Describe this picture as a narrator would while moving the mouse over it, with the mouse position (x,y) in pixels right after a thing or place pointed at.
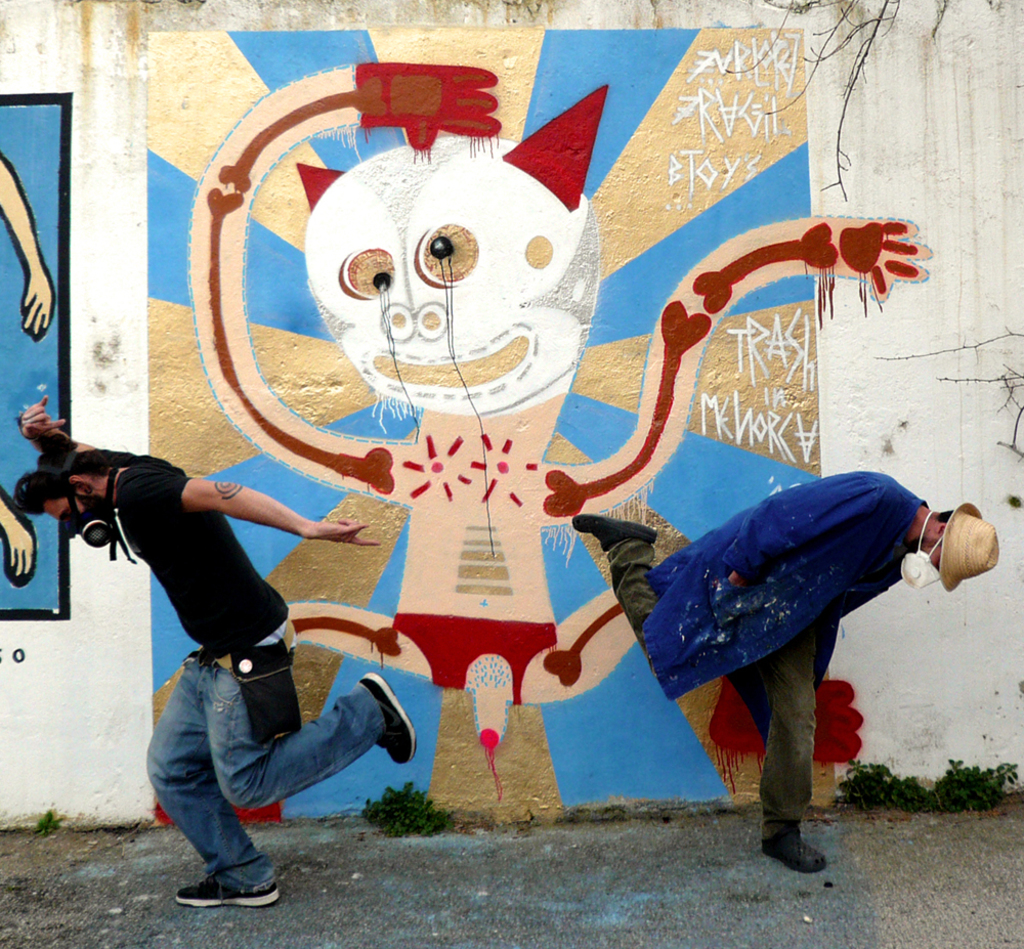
In this picture we can see two persons (802,681) in the front (731,633), they are wearing masks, in the background (802,263) there is a wall (811,238), we can see graffiti (368,281) on the wall (355,314), there is a plant (388,811) at the bottom (376,814).
